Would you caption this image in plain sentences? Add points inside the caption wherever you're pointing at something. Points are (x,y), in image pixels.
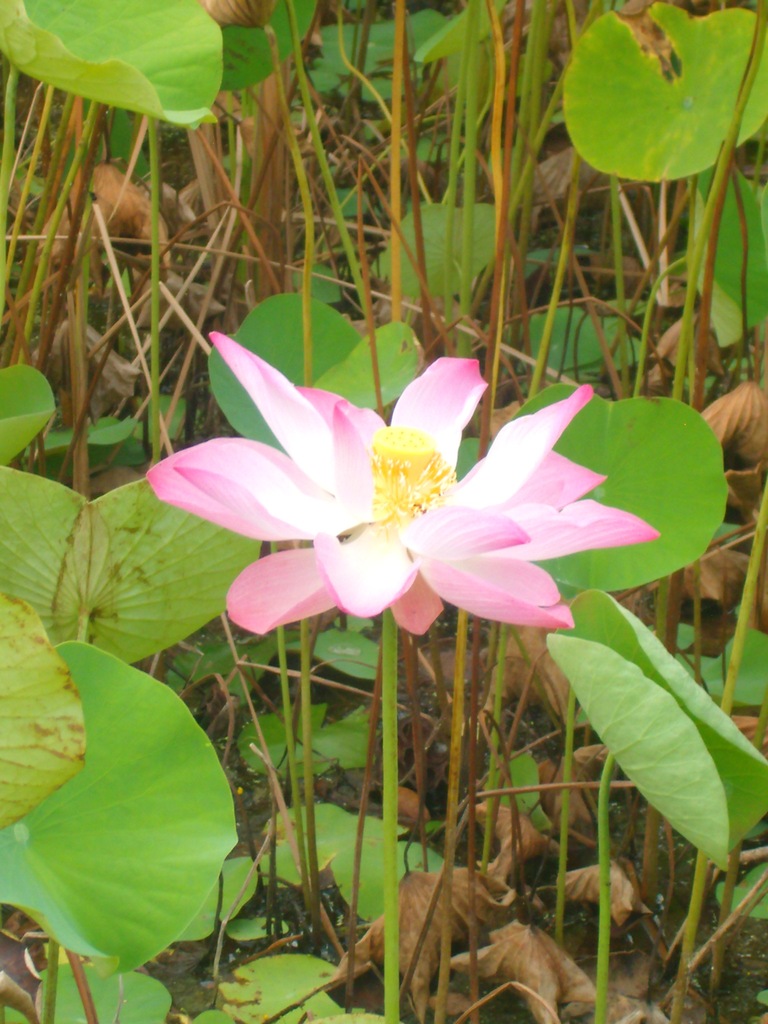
In this picture we can see the pink color flower (400,571) in the middle (413,527). Behind there are some green leaves (115,571).
